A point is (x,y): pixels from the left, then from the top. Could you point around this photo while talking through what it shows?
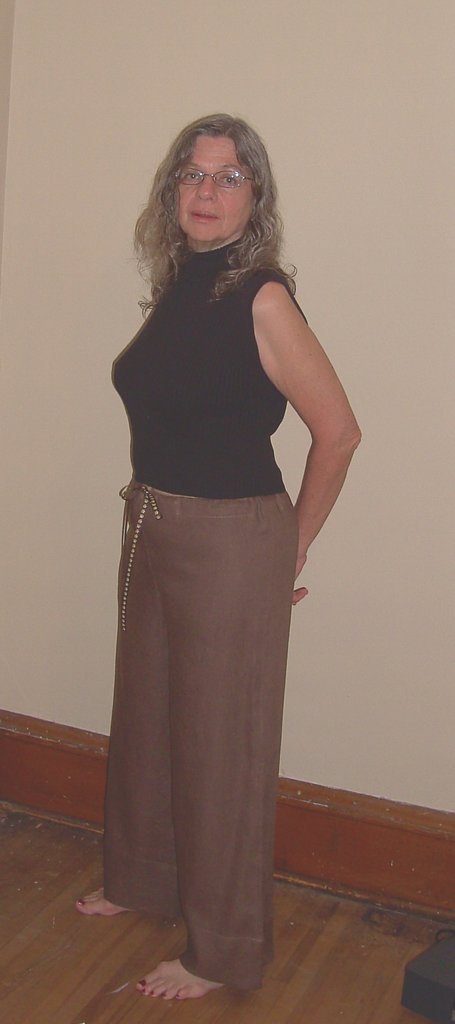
In the picture I can see a woman (173,425) wearing black color top (211,372), brown color pant (191,633) and spectacles (250,179) is standing on the wooden floor (133,960). Here I can see some object (413,1008) on the right side of the image (412,1008). In the background (370,369), I can see the wall (82,540).
